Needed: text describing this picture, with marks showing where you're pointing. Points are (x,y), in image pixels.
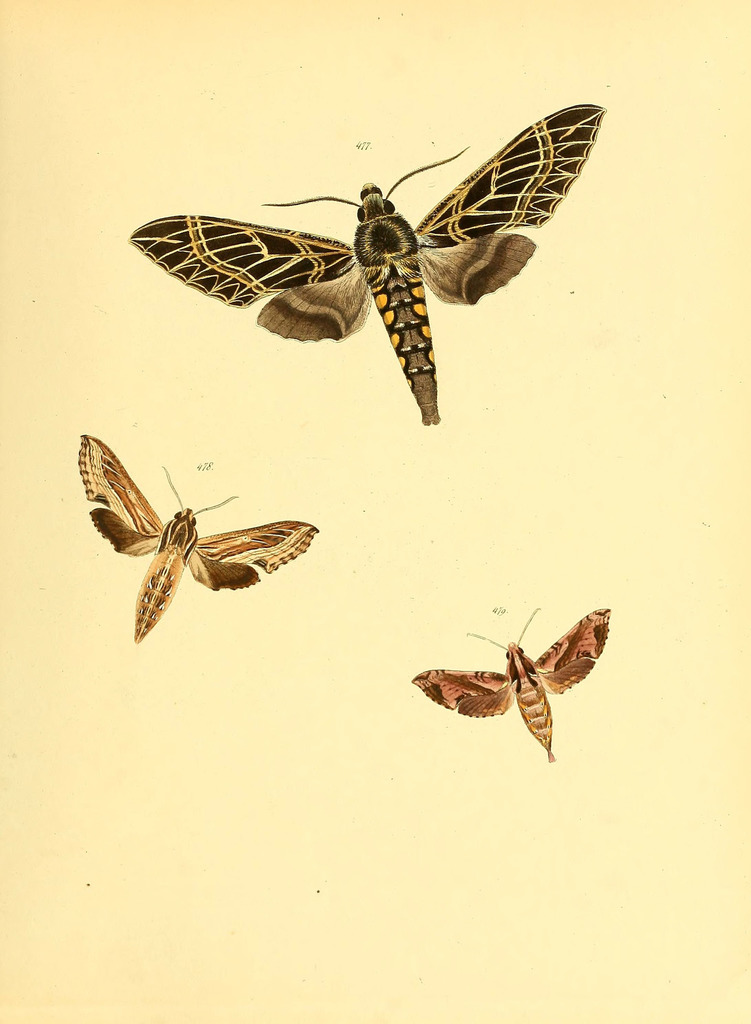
In the picture I can see three insects (537,702) which are in different sizes.
